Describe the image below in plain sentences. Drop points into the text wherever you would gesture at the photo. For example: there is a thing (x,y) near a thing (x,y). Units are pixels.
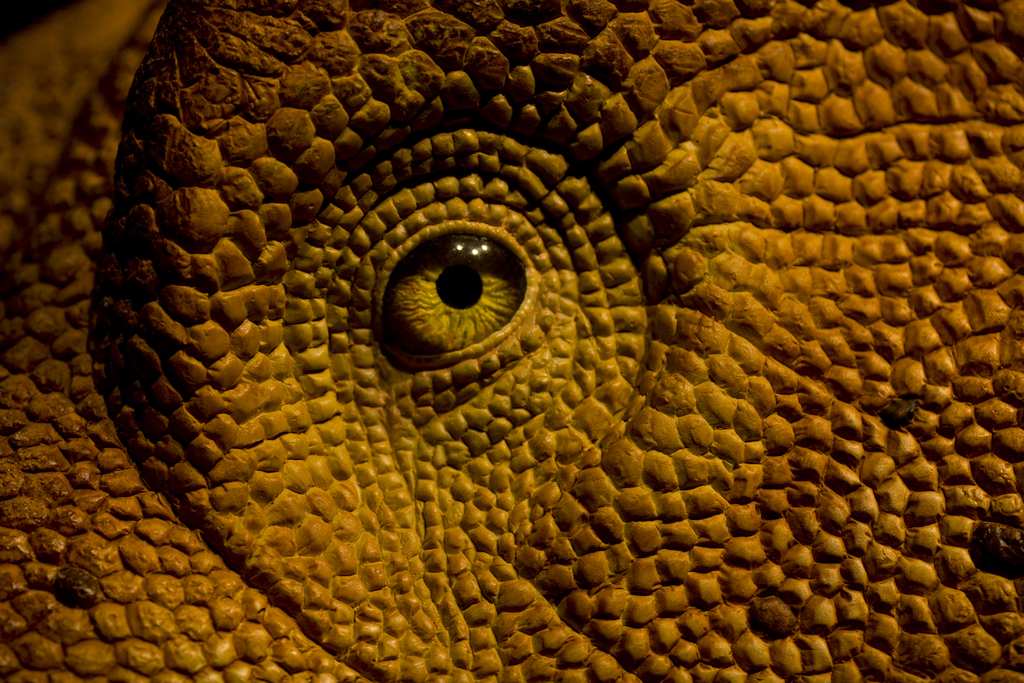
In this image we can see an eye (390,343) of an animal (369,386).
